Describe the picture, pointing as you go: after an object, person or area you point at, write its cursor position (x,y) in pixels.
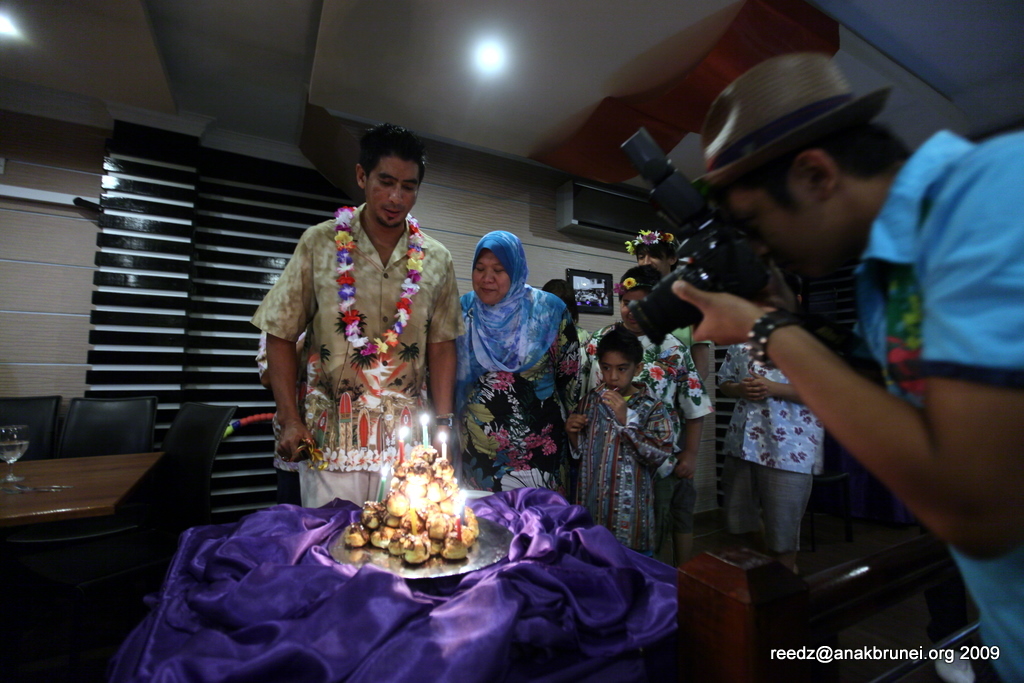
In the foreground of this image (956,366), on the right (947,378) there is a man (734,298) holding a camera (734,281). In the background (428,393), there is a man (330,317) standing and holding a knife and in front of him there is a pyramid structure (376,523) of cream puffs (404,490) on a purple colored cloth (450,579). We can also see few persons (536,405) standing, chairs (68,407), table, wall (65,281), ceiling (368,48) and the lights (487,54) in the background (428,35).
